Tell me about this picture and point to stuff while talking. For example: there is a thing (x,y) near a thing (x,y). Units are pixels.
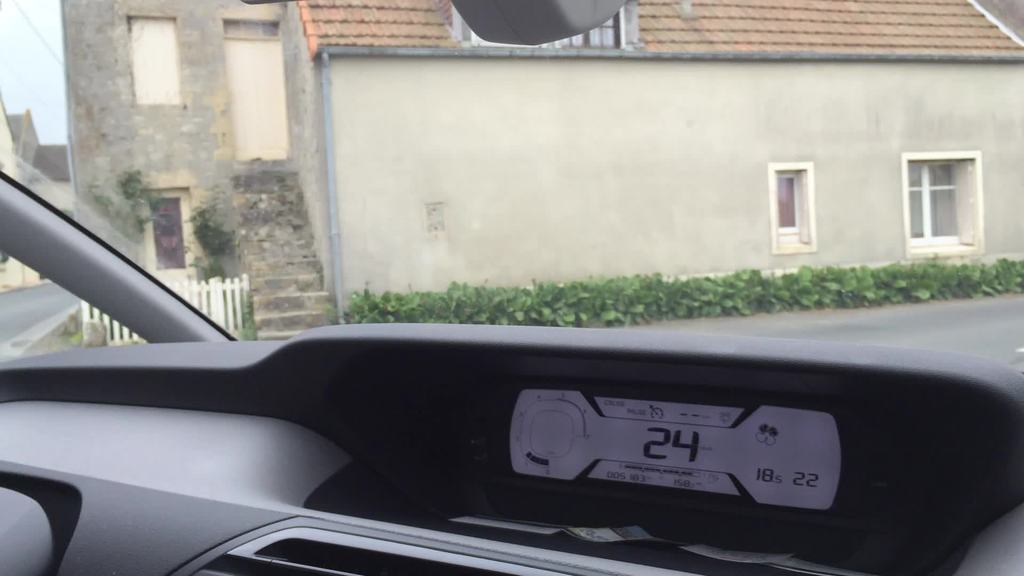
In this image, we can see the inside view of a vehicle (348,504). Here we can see digital screen (722,477), glass objects (447,269) and few things (40,539). Through the glass (476,252) we can see the outside view. Here we can see few houses (605,167), stairs (315,275), plants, wall (368,240), windows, door (267,109) and road (1007,353). On the left side of the image (211,301), we can see fencing (222,313).
